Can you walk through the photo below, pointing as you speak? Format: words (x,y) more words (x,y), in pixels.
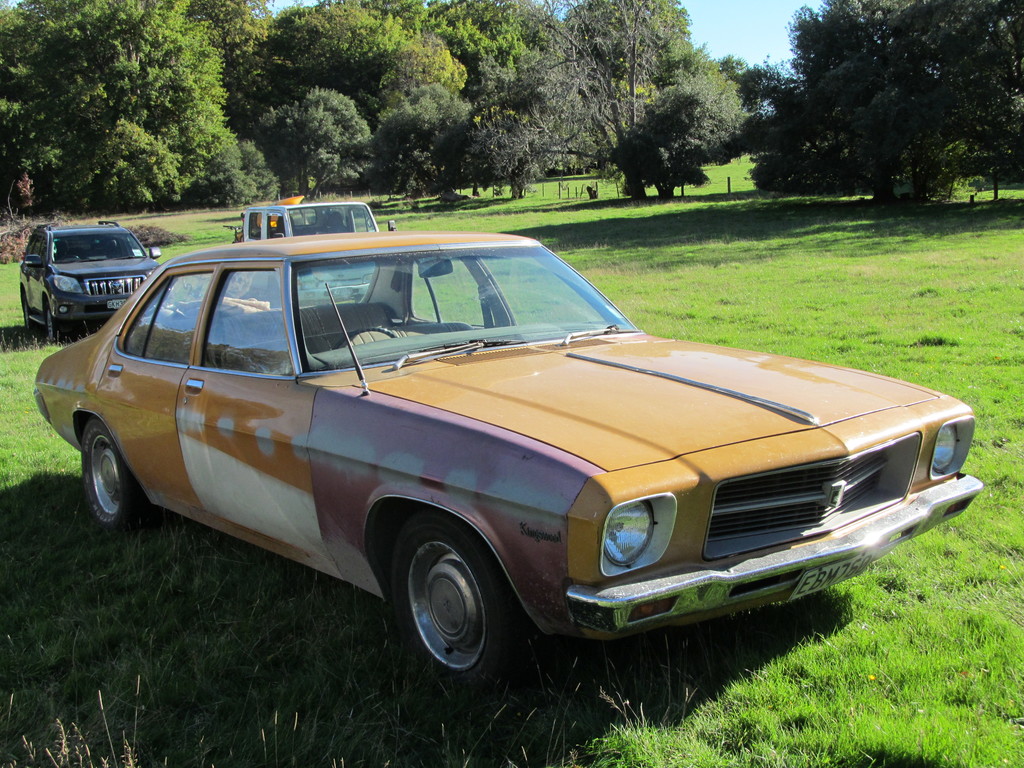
In this image we can see some cars (560,546) placed on the ground (745,653). We can also see some grass (881,603), poles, a group of trees (993,141) and the sky (774,11) which looks clear.
